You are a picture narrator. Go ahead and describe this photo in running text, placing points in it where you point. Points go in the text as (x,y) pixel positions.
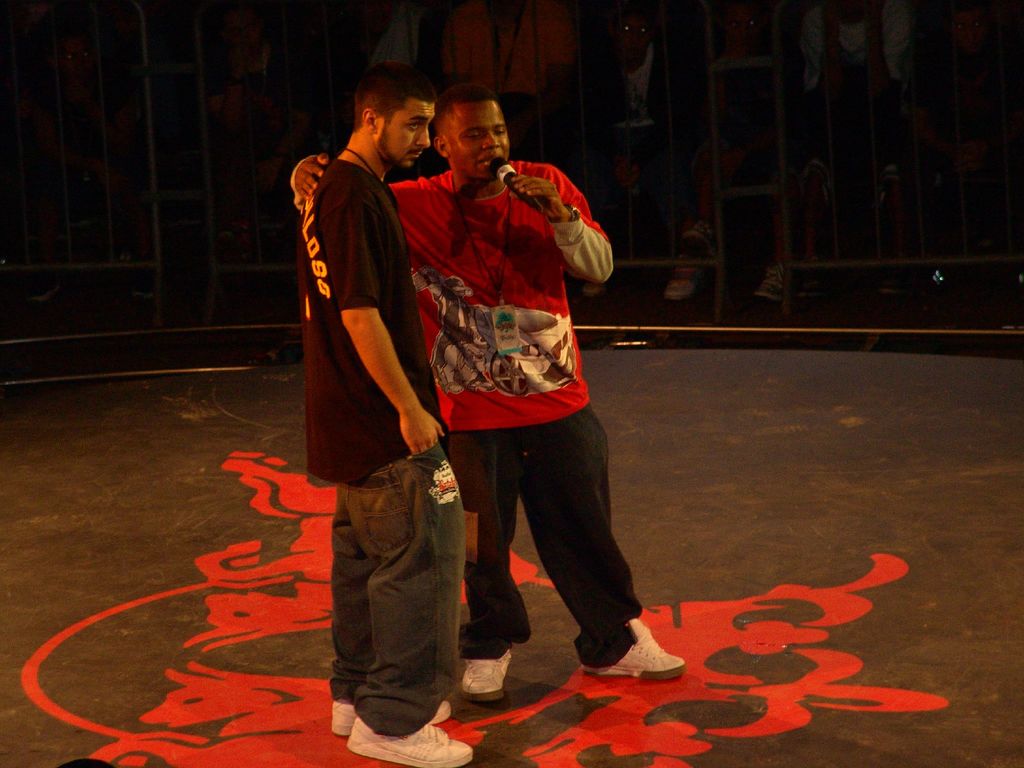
In this image there are two persons (440,385) standing, one of them is holding a mic (504,181). The background (103,94) is dark.
